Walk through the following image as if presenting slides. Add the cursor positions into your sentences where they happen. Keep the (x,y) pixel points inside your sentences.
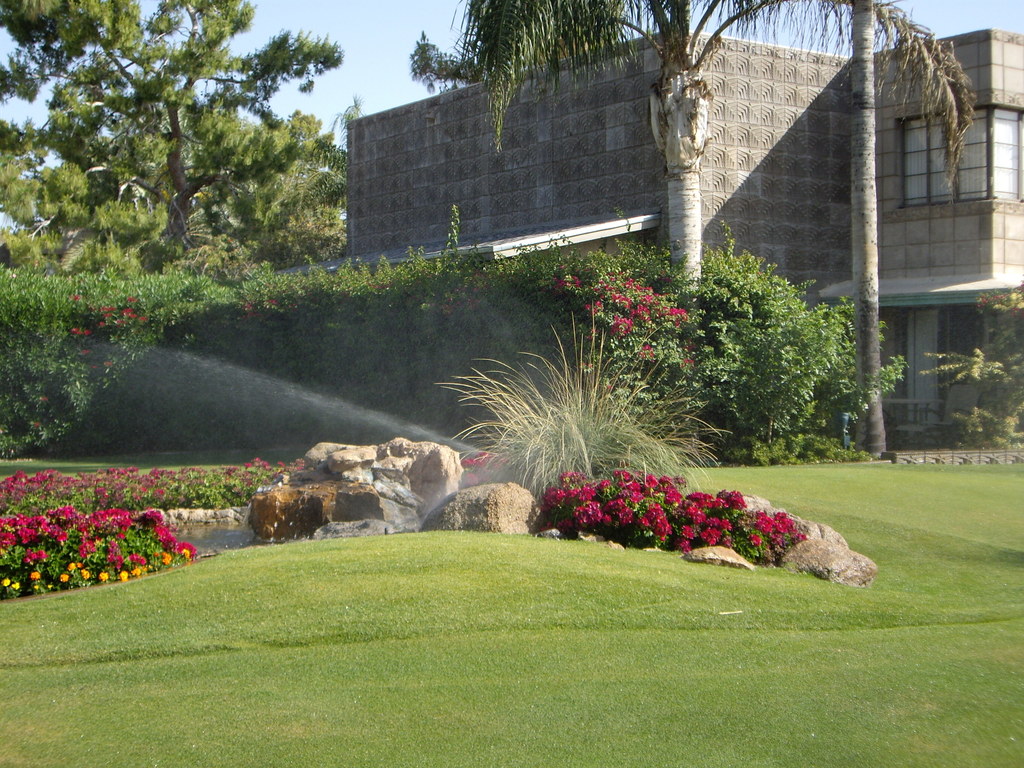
In this image there is a garden (991,597), in that garden (949,563) there are flower (114,490), plants (685,484), rocks (397,503), water (468,453), in the background (991,235) there are trees (297,166), building (830,108) and the sky (636,32).
